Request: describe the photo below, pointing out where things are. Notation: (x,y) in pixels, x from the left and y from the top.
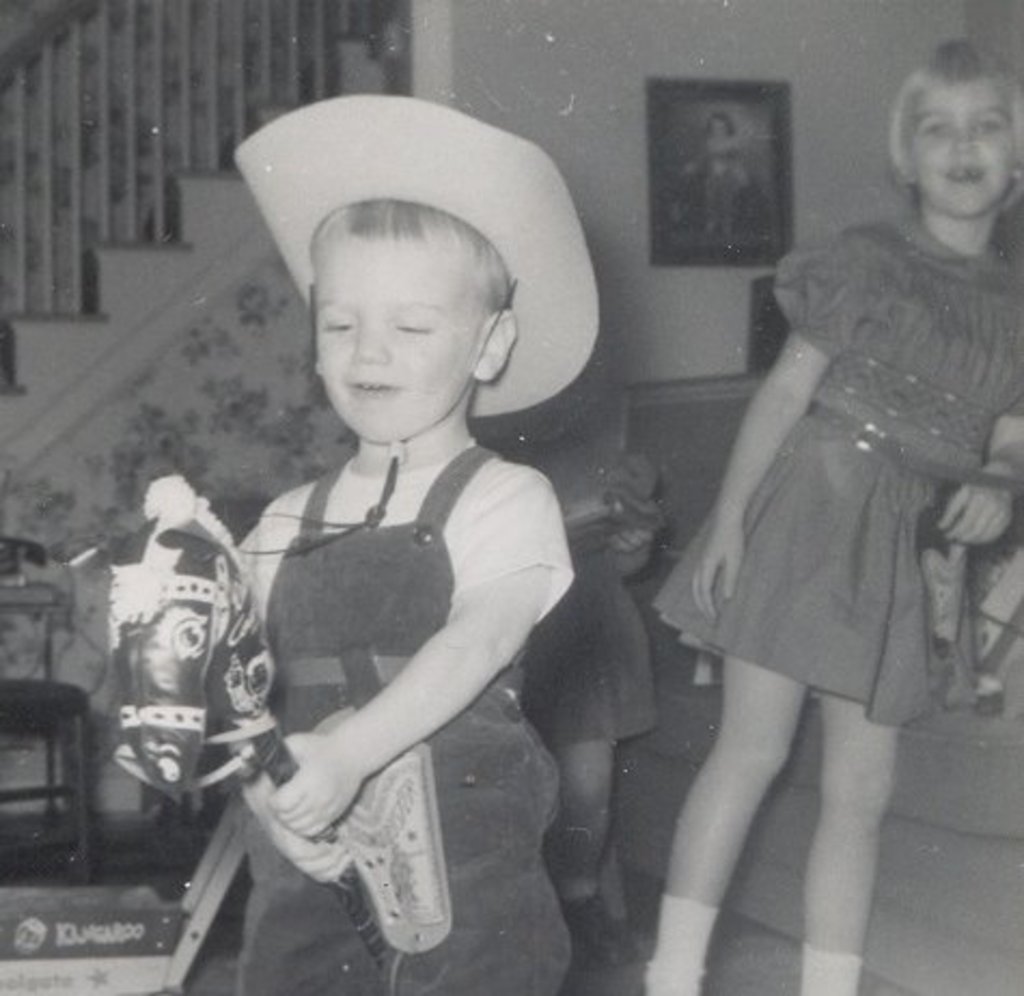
This is a black and white image. 3 children (798,683) are present. The child (383,652) at the front (248,146) is wearing a hat (535,310) and holding a horse toy (211,611). There are stairs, railing (46,123) and photo frame (702,201) at the back (705,239).
